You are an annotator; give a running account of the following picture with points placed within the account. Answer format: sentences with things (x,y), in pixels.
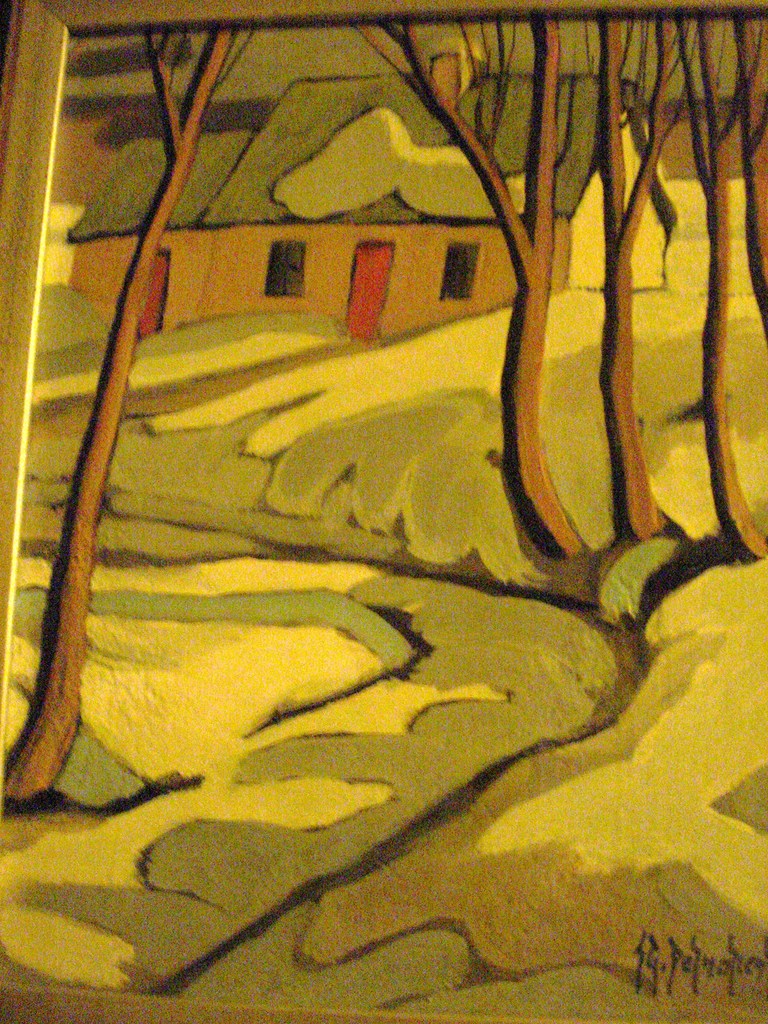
In the image we can see a frame (71,6). In the frame (5,465), this is a house (256,176), tree branch (555,111) and grass (652,773), this is a signature (686,964).
